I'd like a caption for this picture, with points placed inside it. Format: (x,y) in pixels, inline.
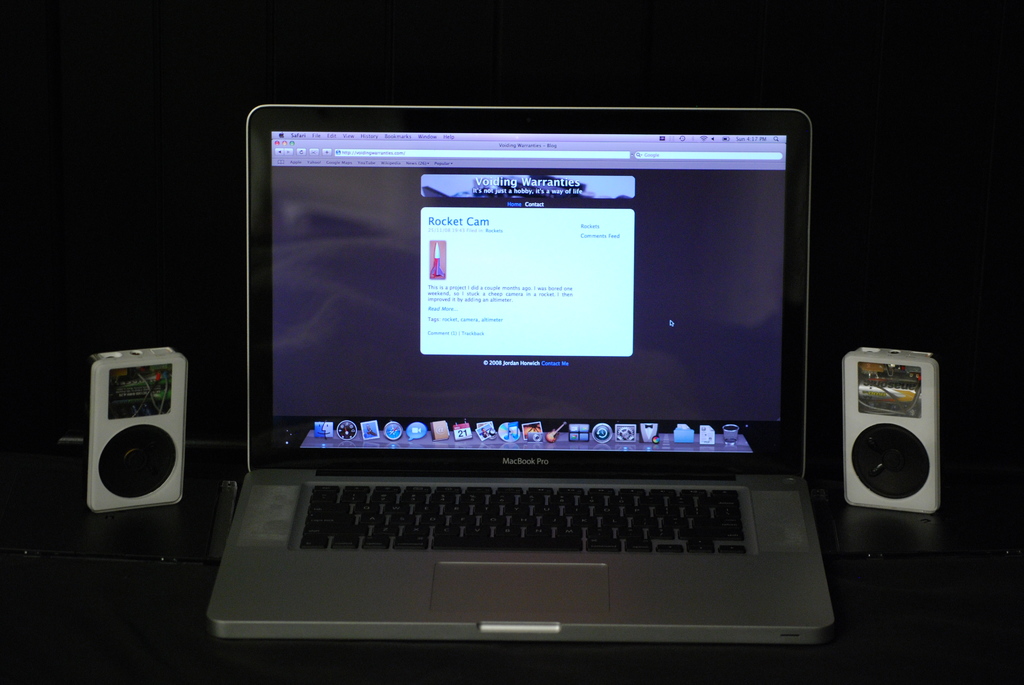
In this image we can see a laptop (500,420), speakers (919,409) beside the laptop (374,534) and a dark background (920,112).
